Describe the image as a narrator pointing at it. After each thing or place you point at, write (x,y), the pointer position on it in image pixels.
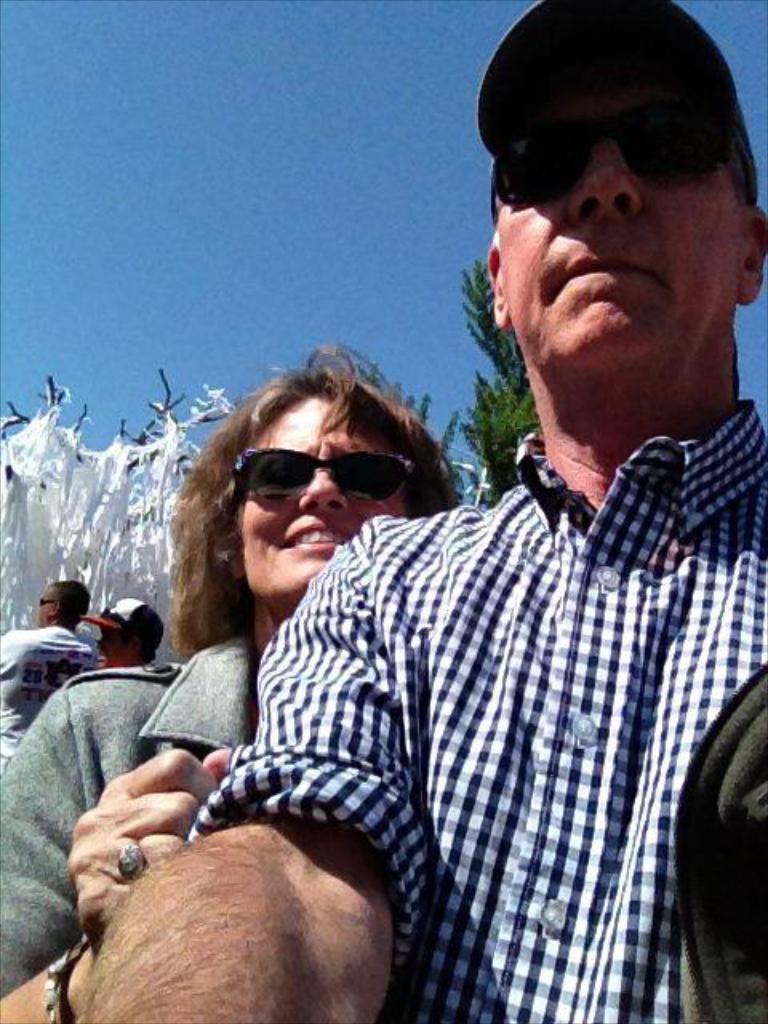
In this image we can see a woman (210,636) and three men (47,629). In the background (480,401), we can see trees (480,455) and white color objects (152,504). At the top of the image (261,113), we can see the sky (258,186).
